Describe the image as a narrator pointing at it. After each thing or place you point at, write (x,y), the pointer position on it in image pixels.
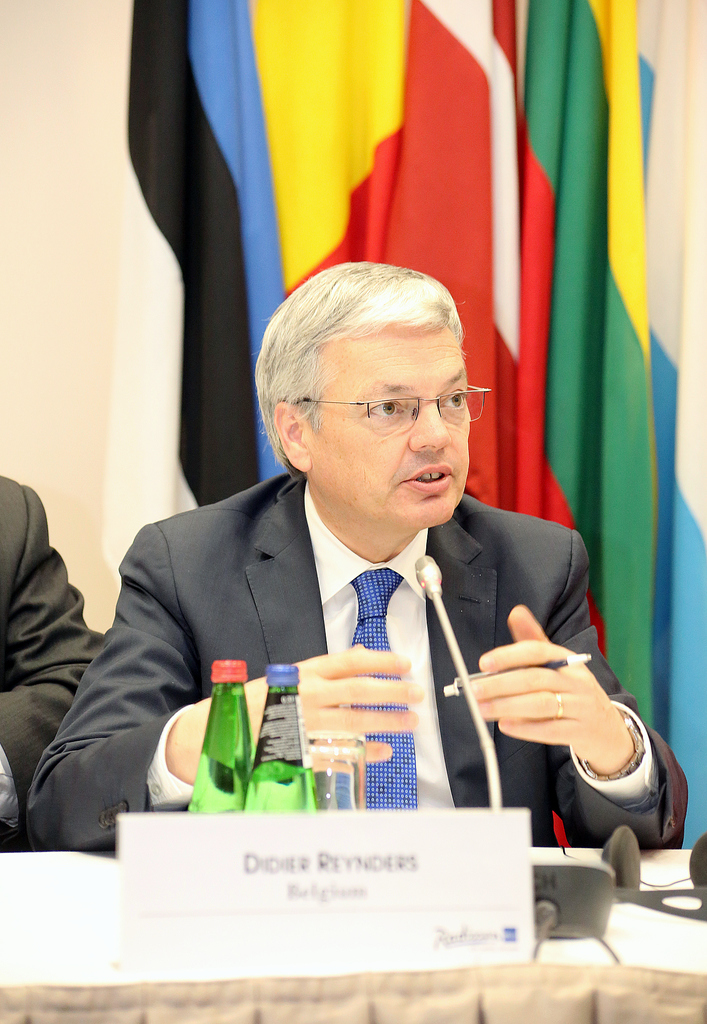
Here I can see a man (258,599) wearing a suit (239,642), holding a pen (483,674) in the hand (514,665) and speaking by looking at the right side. In front of him there is a table (161,1005) which is covered with a cloth (467,1002). On the table (355,1023) I can see a name board (292,867), bottles (296,793), glass (340,779), microphone (493,796) and some other objects (581,905). Beside him there is another person (73,621). In the background (45,226) there is a wall (58,231) and few flags (336,134).
